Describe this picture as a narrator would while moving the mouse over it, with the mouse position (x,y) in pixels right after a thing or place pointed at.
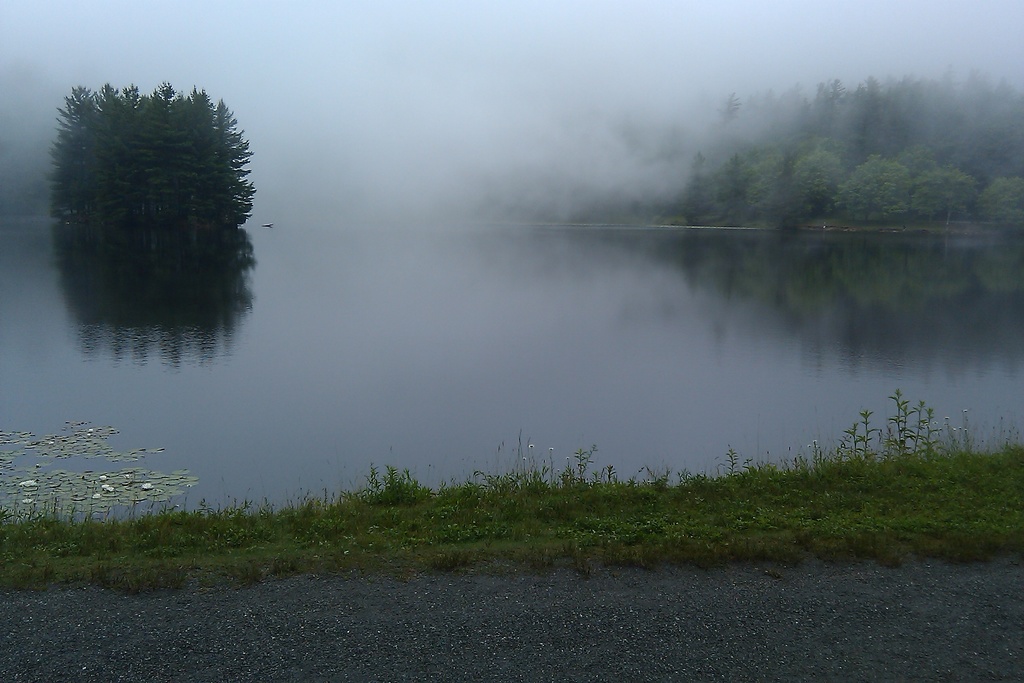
This image is clicked outside. There is water (496,371) in this image. There are trees (192,122) in this image. There is fog (504,171) in this image.
